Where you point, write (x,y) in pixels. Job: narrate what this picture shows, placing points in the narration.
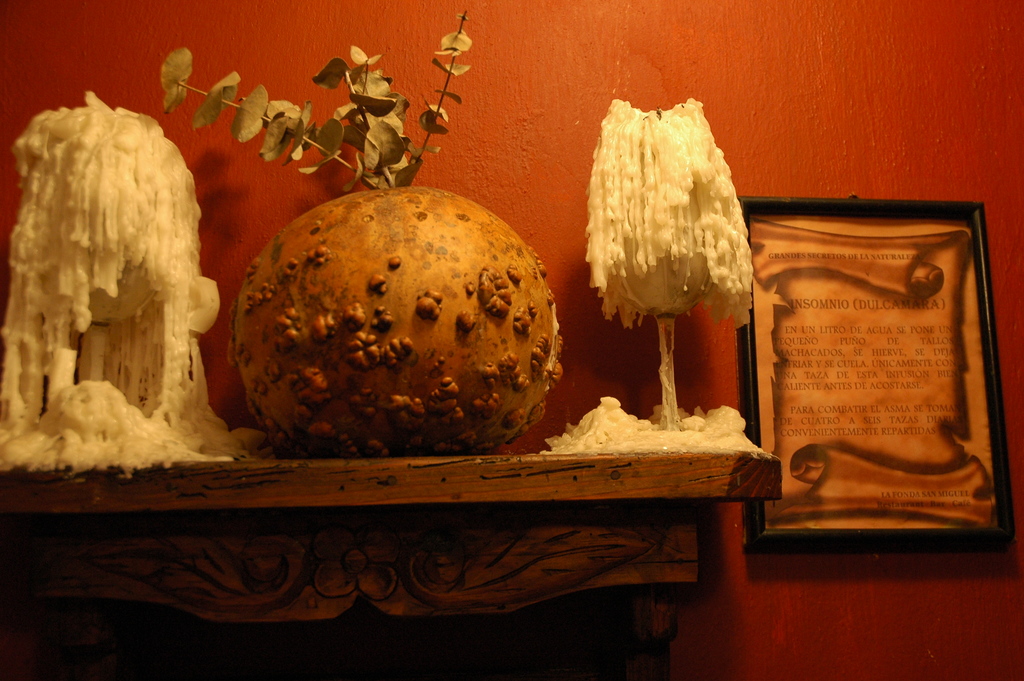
In this image, I can see the objects (360,330) on a table (522,588). On the right side of the image (845,470), there is a photo frame (882,267) attached to the wall (846,79).
